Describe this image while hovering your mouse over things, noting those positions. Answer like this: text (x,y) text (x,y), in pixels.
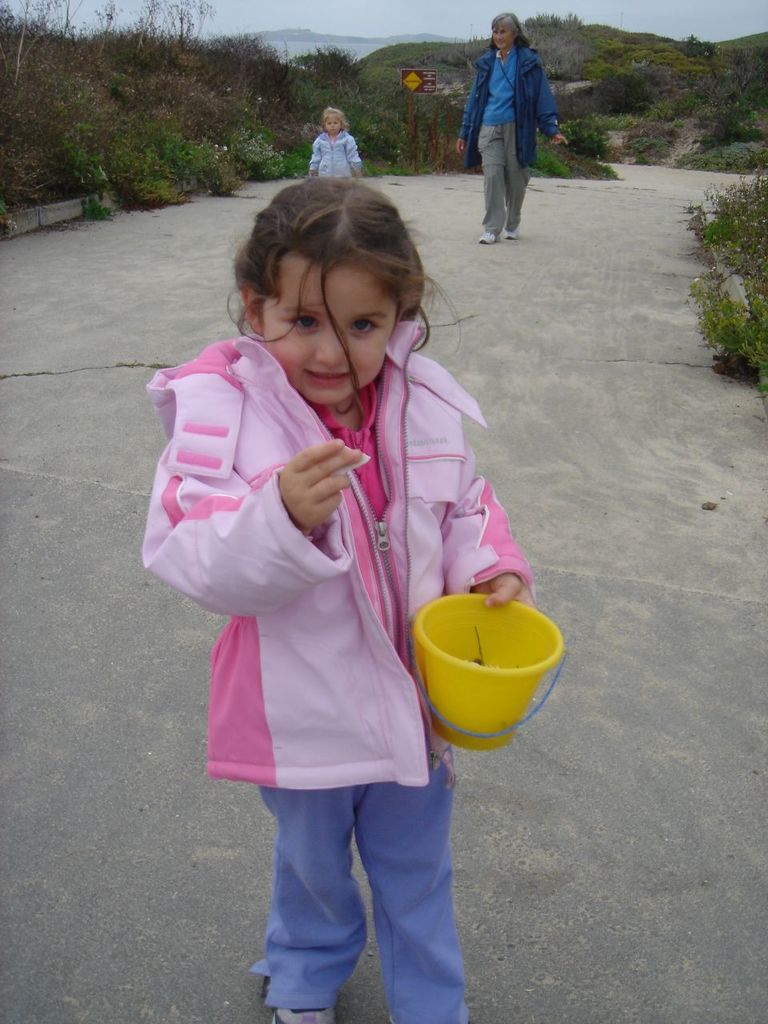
In this picture we can see a girl (305,880) holding a bucket (444,629) with her hand (487,603), standing on the road (153,692) and at the back of her we can see two people (352,171), name board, plants (438,94) and in the background (451,19) we can see the sky (398,19).
